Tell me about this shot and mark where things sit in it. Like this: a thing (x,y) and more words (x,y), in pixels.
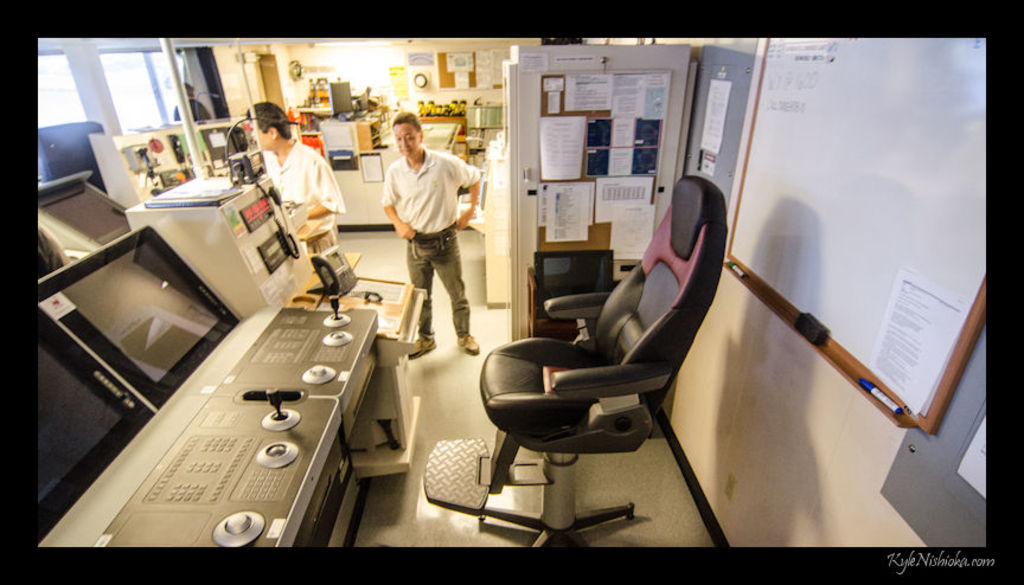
In this image In the middle (412,219) there is a man (431,194) he wear t shirt (439,196), trouser (460,292) and shoes (472,345). On the right (692,227) there is a chair (687,252), whiteboard (912,249), marker (866,383) and paper (891,351). On the left (161,294) there is a screen (181,365) and paper (208,190).
